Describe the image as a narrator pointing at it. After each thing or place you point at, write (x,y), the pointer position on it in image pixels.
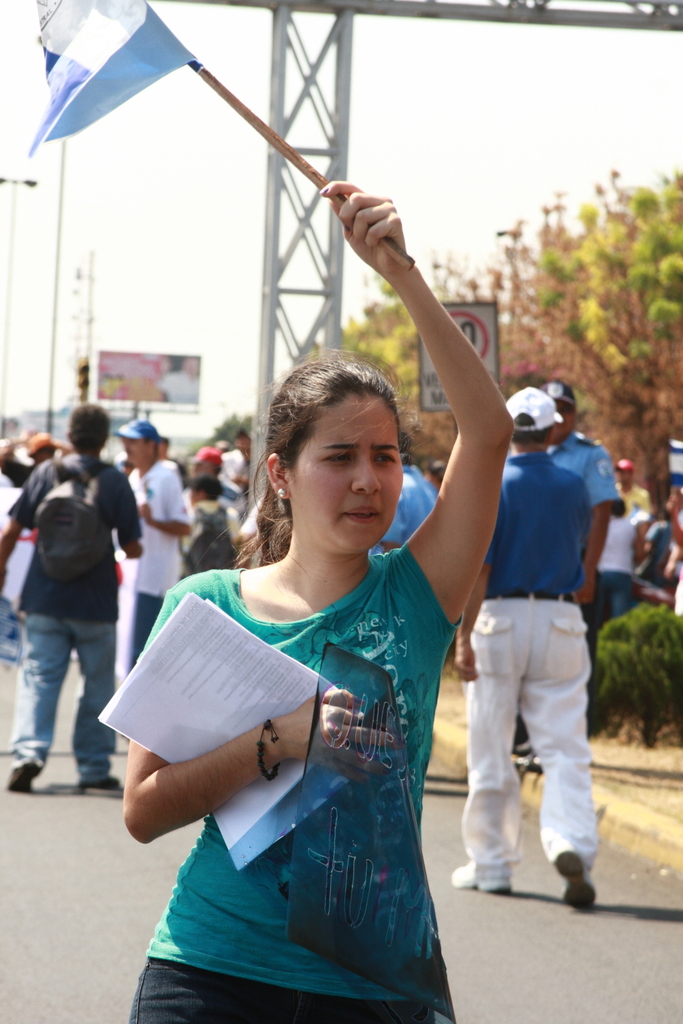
In this picture, there is a woman (322,448) in the center (350,468) holding papers (256,684) in one hand (311,719) and a flag (197,67) in another hand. In the background (110,513), there are people (573,679) moving on the road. Towards the right (514,590), there is a man (559,507) wearing a blue t shirt (538,523) and white trousers (538,691). On the top (507,198), there is a hoarding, tree (662,327) and a sky (136,215).
